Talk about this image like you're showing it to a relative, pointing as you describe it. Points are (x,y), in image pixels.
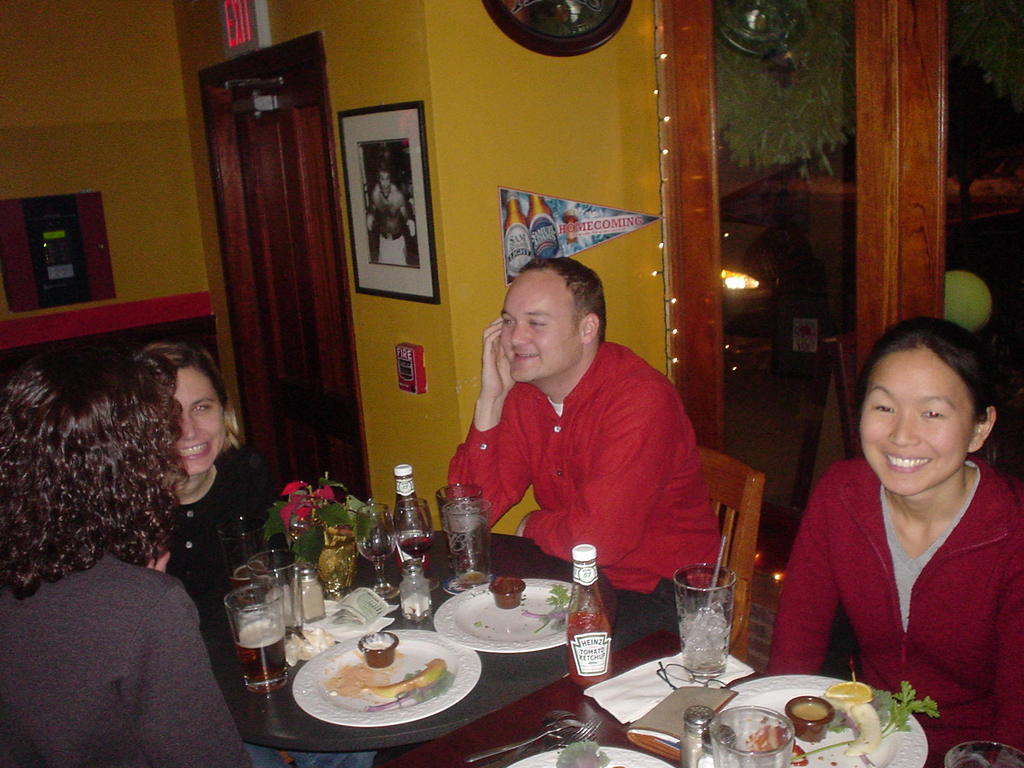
We can see photo frame (417,204) over a wall (469,86). This is door (256,153) and exit board (233,28). This is a window (753,208). Here we can see lights (661,225). We can see four persons (263,522) sitting on chairs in front of a table (567,684) and on the table (372,742) we can see bottle (577,672), plate (529,633) of food (387,682), wine glasses (397,522), spoons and forks (514,745), spectacles (718,685).
